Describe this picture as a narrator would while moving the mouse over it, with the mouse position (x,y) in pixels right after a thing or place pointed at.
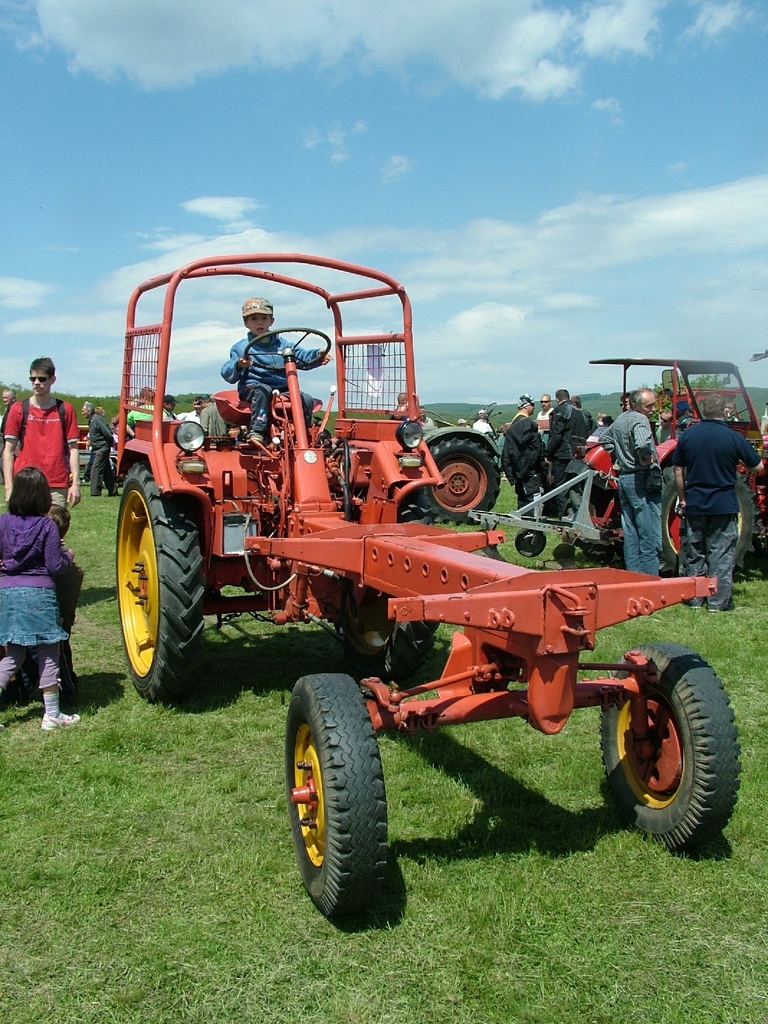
In this picture we can see a tractor (471,671) in the front (395,579), at the bottom (626,902) there is grass (606,781), we can see some people (627,492) standing in the background (638,437), there is the sky (273,114) at the top of the picture (340,74), on the right side (575,473) we can see another vehicle (676,437).
